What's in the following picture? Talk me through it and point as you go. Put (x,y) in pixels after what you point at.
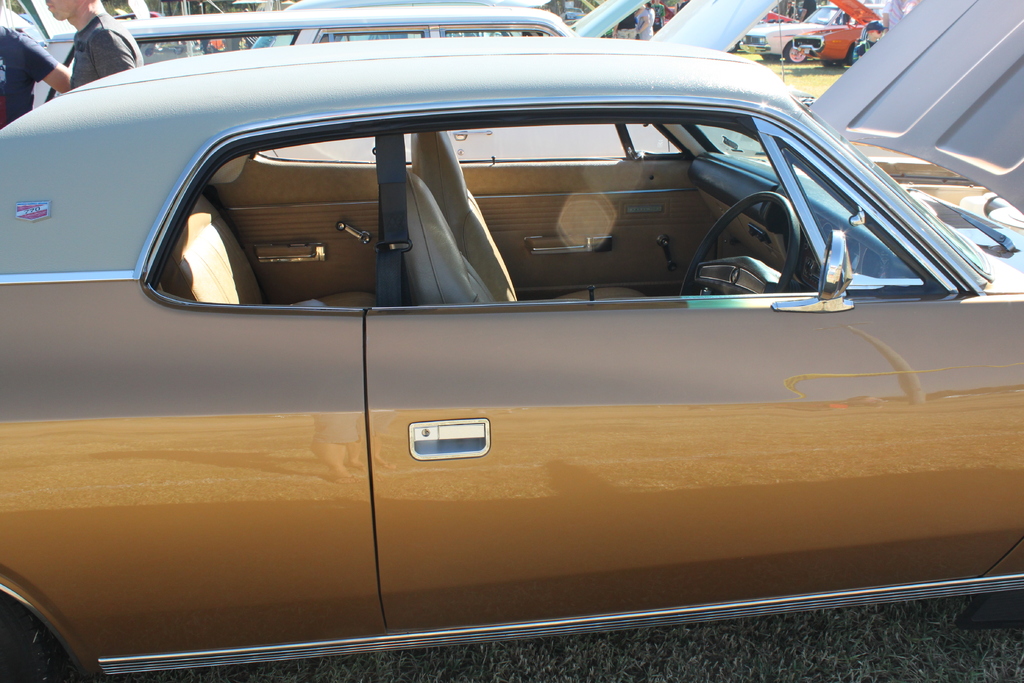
In the center of the image (502,279) we can see a few vehicles (544,89). And we can see the grass (833,78), few people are standing, few people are holding some objects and a few other objects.
